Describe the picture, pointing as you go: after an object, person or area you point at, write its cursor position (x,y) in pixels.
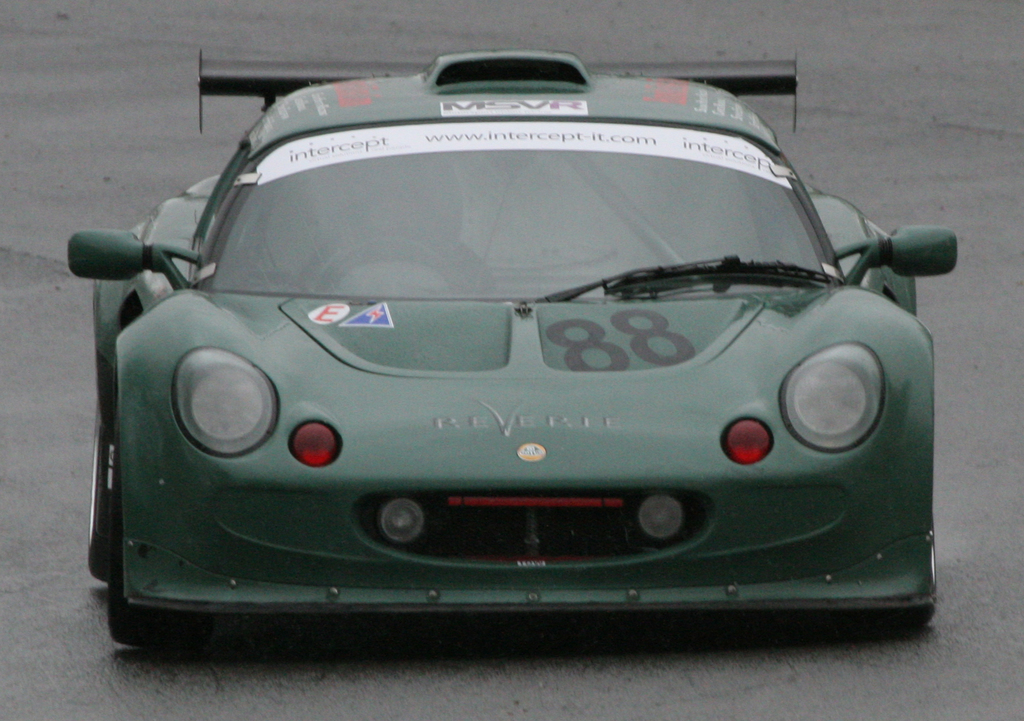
In the foreground of this picture (598,301), we see a sports car (573,410) on which "88" number (649,352) is written on it. In the background (284,31) we see the road (76,489).
